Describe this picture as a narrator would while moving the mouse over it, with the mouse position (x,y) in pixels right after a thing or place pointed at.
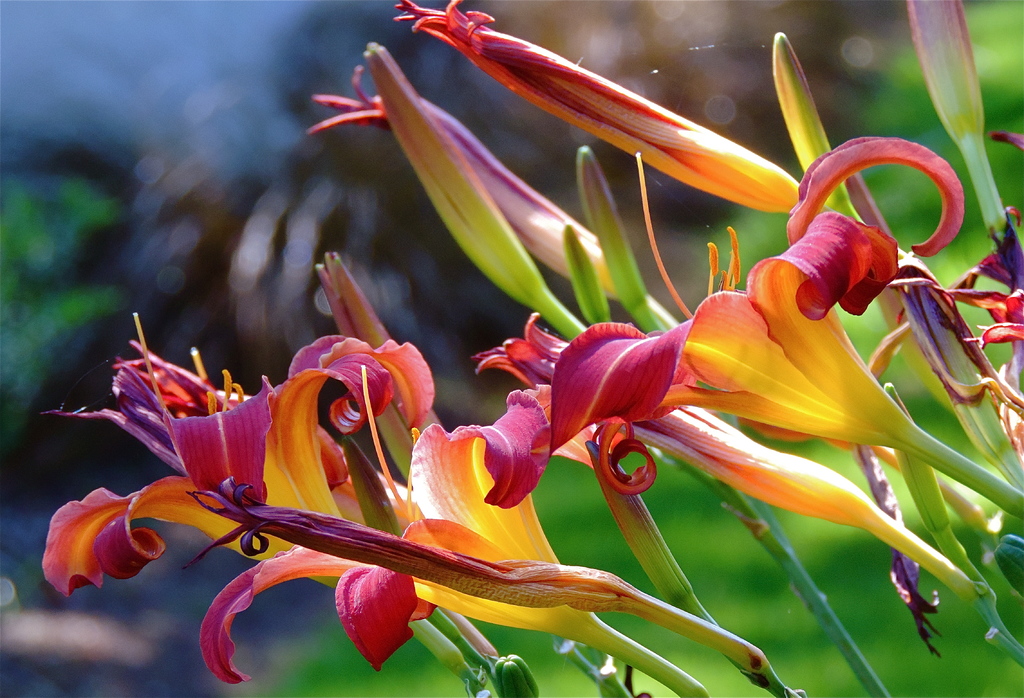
This picture is taken from outside of the city. In this image, on the right side (1007,417), we can see some plants (665,562) with flowers (607,414). In the background (55,365), we can see black color and green color.
